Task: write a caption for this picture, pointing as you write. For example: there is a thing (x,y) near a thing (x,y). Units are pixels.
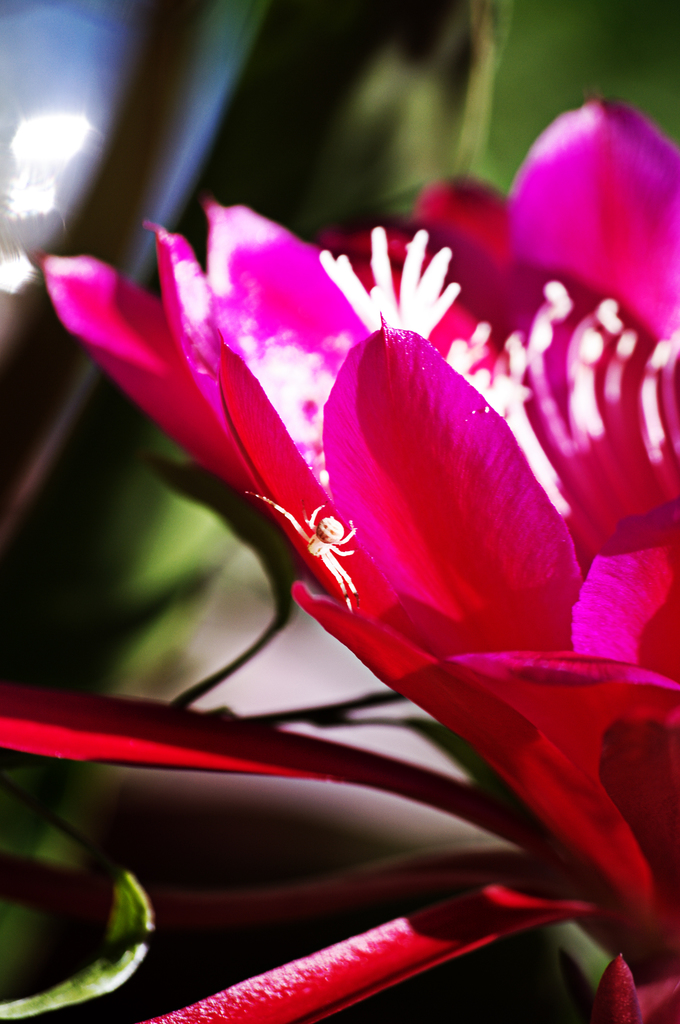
In this picture we can see an insect (313,539) on a flower (385,553). We can see a few things (9,925) in the background (37,644). Background (2,536) is blurry.
